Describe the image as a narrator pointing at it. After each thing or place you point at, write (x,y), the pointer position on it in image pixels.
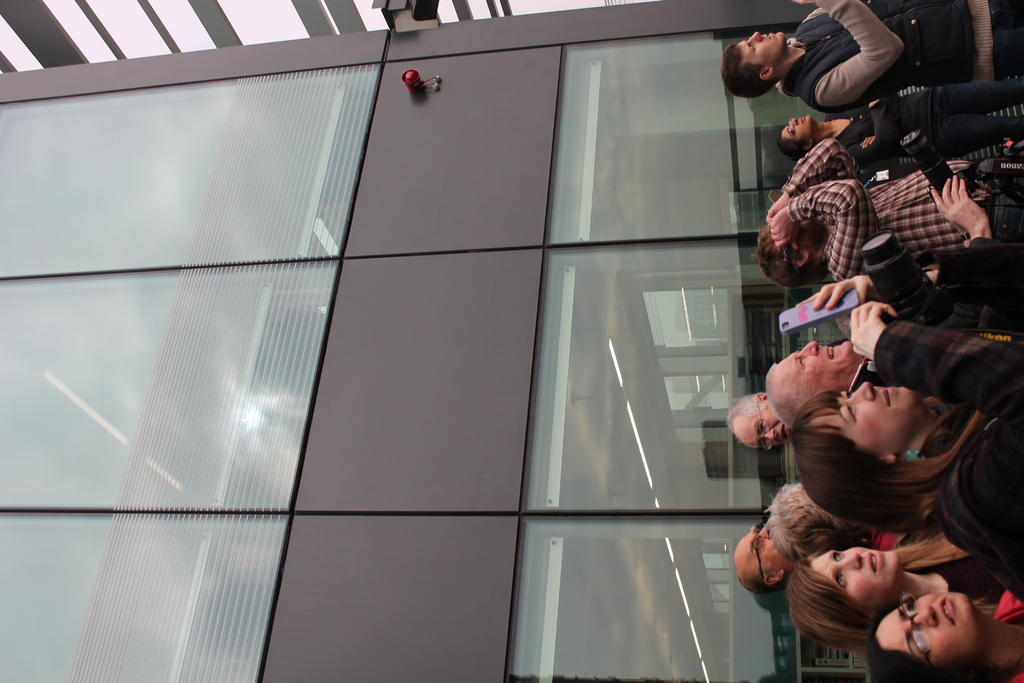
In this image we can see group of persons (885,51) standing. Two persons (961,197) are holding cameras (933,303) in their hand (954,212). One woman (932,355) is holding a mobile (852,302) with her hand (855,320). In the background (537,157), we can see a building (425,331) with windows (613,462) and a bell (415,84) on the wall (444,89).
